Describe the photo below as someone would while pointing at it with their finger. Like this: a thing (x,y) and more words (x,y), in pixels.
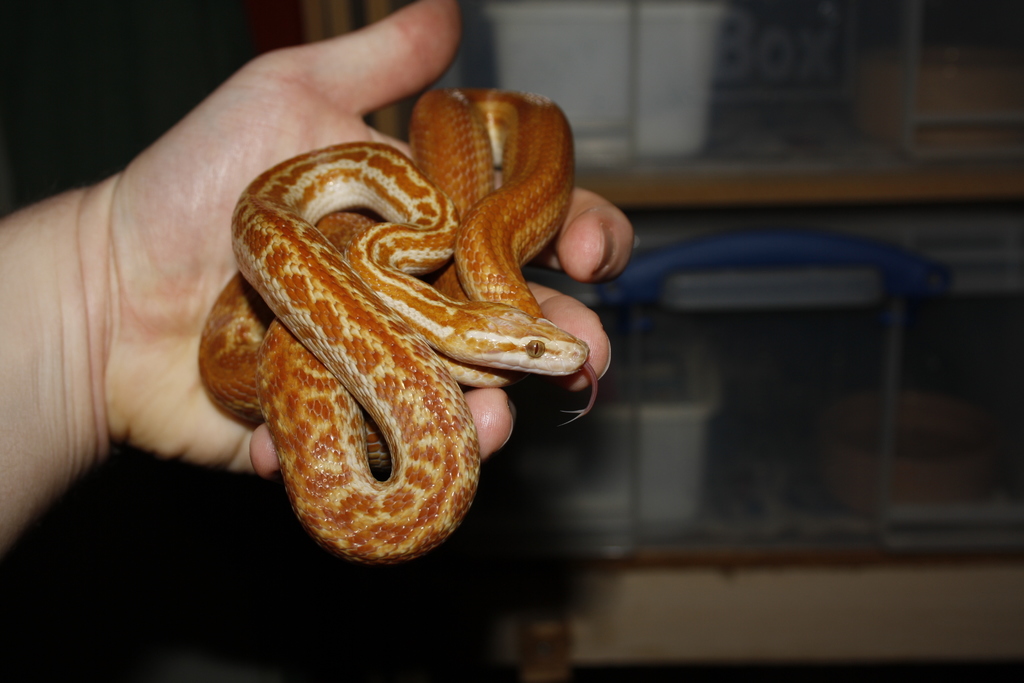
In this picture there is a brown color snake (450,390) in the person hand (489,440). Behind there is a wooden rack (899,579) in which white color boxes (628,115) are placed.
